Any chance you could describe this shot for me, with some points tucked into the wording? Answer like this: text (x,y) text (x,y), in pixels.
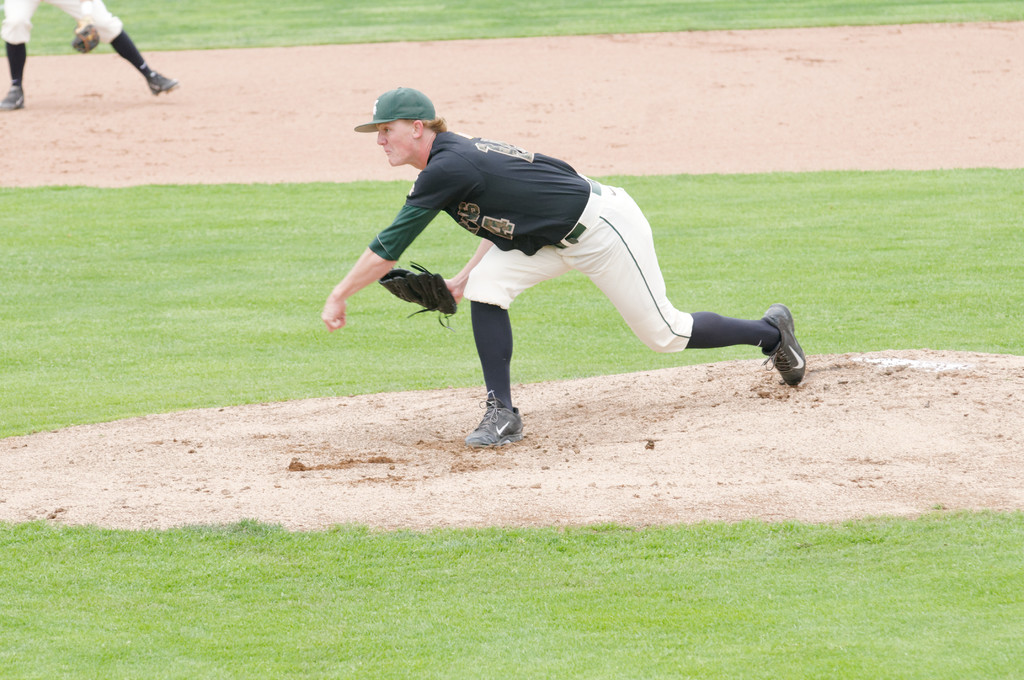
In this image I can see a person (538,257) wearing a cap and bending towards the left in a stadium (364,215) I can see another person (80,45) in the top left corner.
